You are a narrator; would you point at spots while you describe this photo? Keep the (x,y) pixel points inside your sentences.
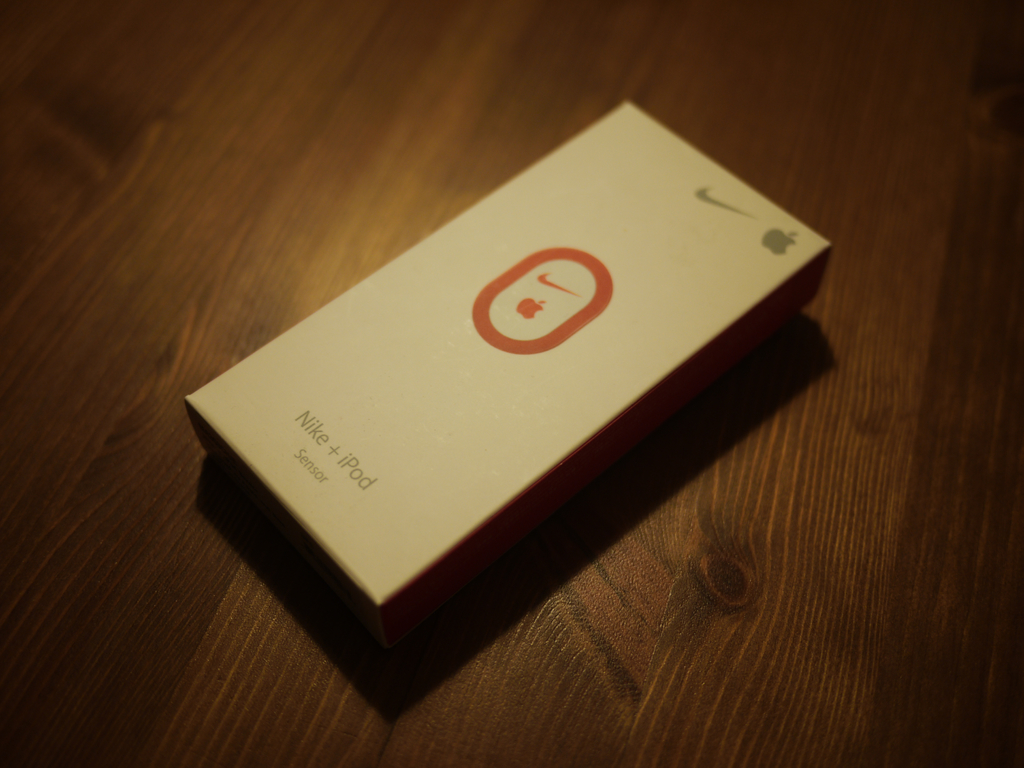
In the image there is some gadget (466,262) kept in a box (513,222) and kept on a wooden surface (626,87).
